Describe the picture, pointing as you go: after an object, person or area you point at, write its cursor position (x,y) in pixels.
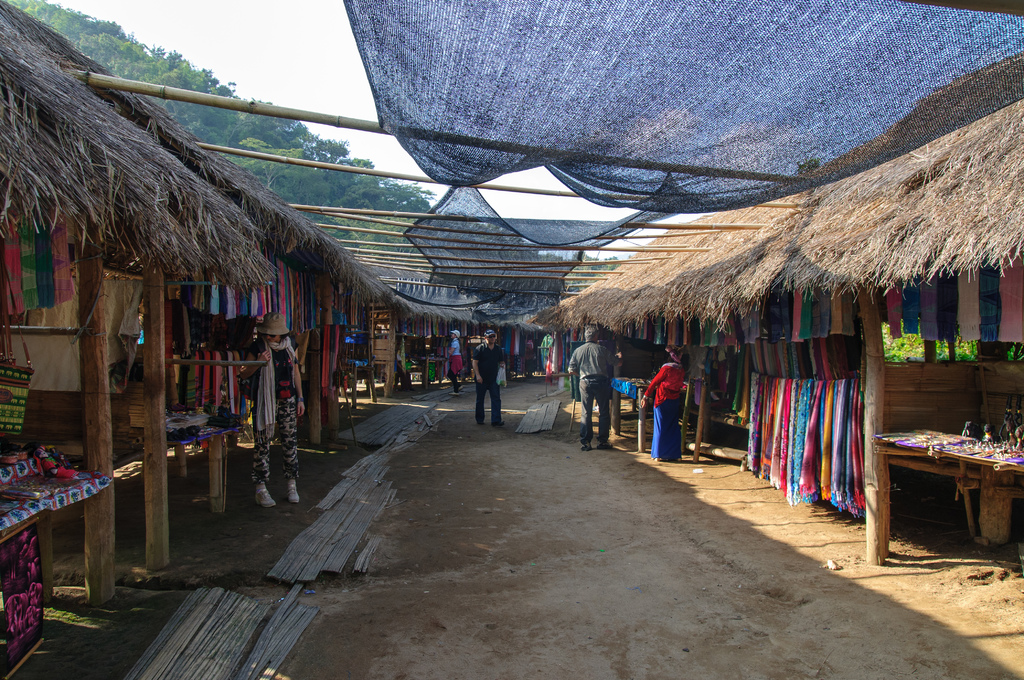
In this picture we can see the huts (233,452), poles (237,102), clothes (779,364) and some persons (584,442), sticks (548,191), dry grass (292,210), cloth (445,170). In the background of the image (370,180) we can see the tree (289,186). At the top of the image (292,81) we can see the sky (345,105). At the bottom of the image (562,606) we can see the ground (614,570).
